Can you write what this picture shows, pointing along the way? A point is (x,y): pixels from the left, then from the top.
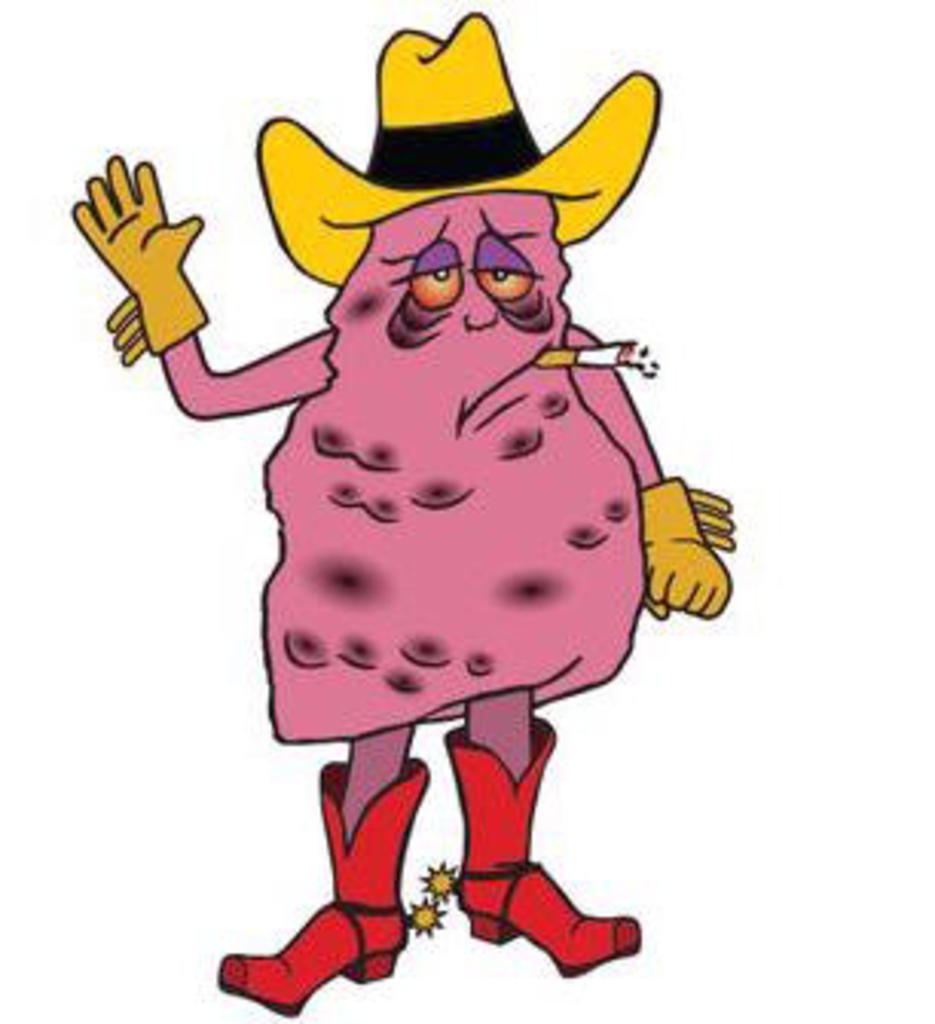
In this picture we observe a cartoon character (290,480) who is wearing a red boots (392,816), yellow hat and gloves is smoking a cigarette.
